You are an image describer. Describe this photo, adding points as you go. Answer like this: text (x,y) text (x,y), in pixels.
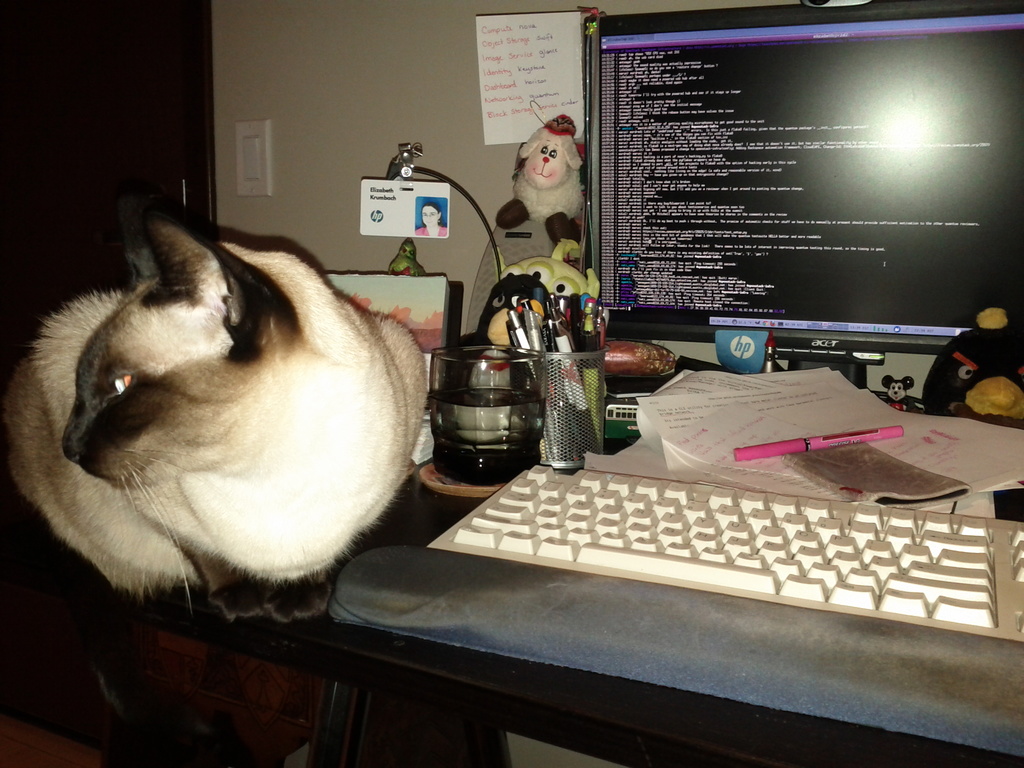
In this image there is a system (648,293) pens (880,429), keyboard (681,547), toy (524,262) on top of the table (424,523) and at the left side of the image (311,460) there is a cat (267,323).
